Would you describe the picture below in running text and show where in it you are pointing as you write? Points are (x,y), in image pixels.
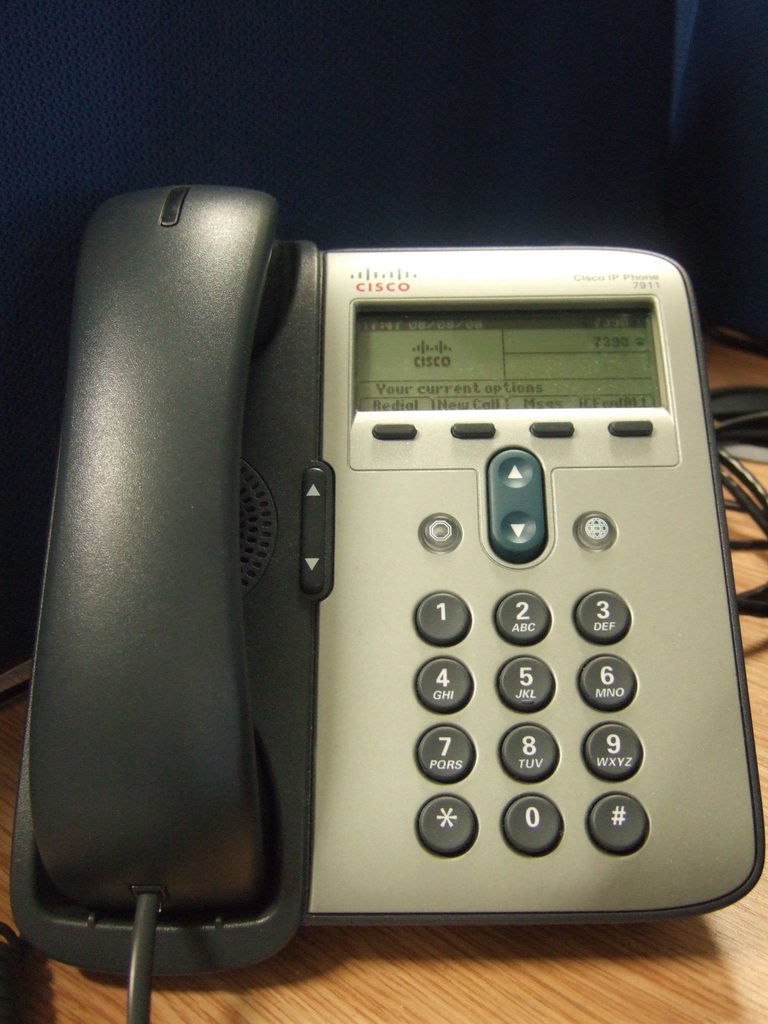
In this picture, we see a landline phone (383,632) is placed on the wooden table (609,975). Behind that, we see the cables (741,496). In the background (561,167), it is dark blue in color.
